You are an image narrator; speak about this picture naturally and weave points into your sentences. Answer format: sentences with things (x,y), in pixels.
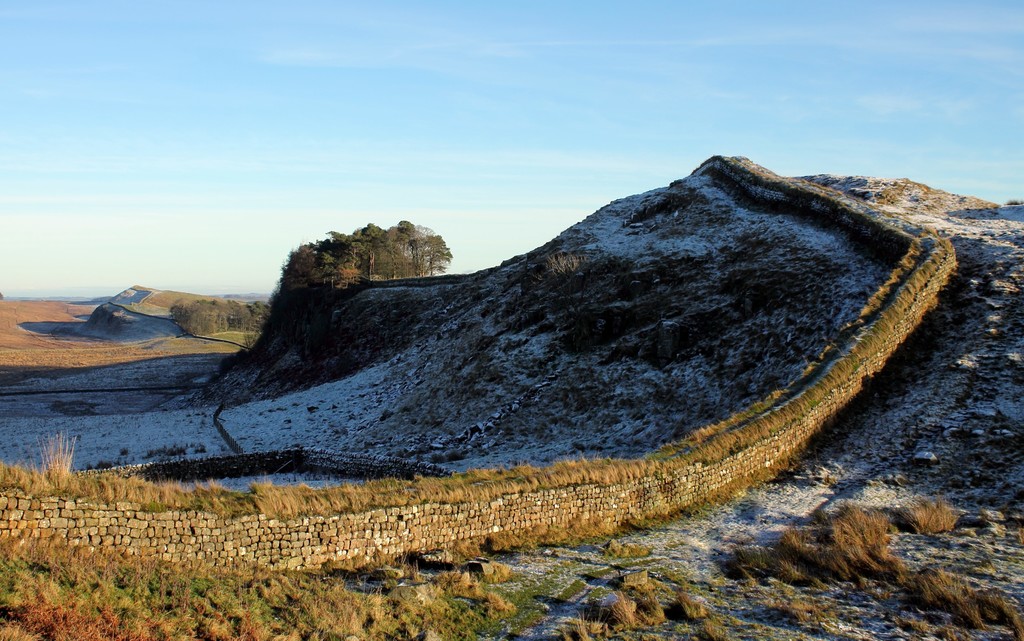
In this image, we can see some hills (853,273) and grass (152,489). There are a few trees (340,269) and the wall (237,557). We can also see the sky (328,226) with clouds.
